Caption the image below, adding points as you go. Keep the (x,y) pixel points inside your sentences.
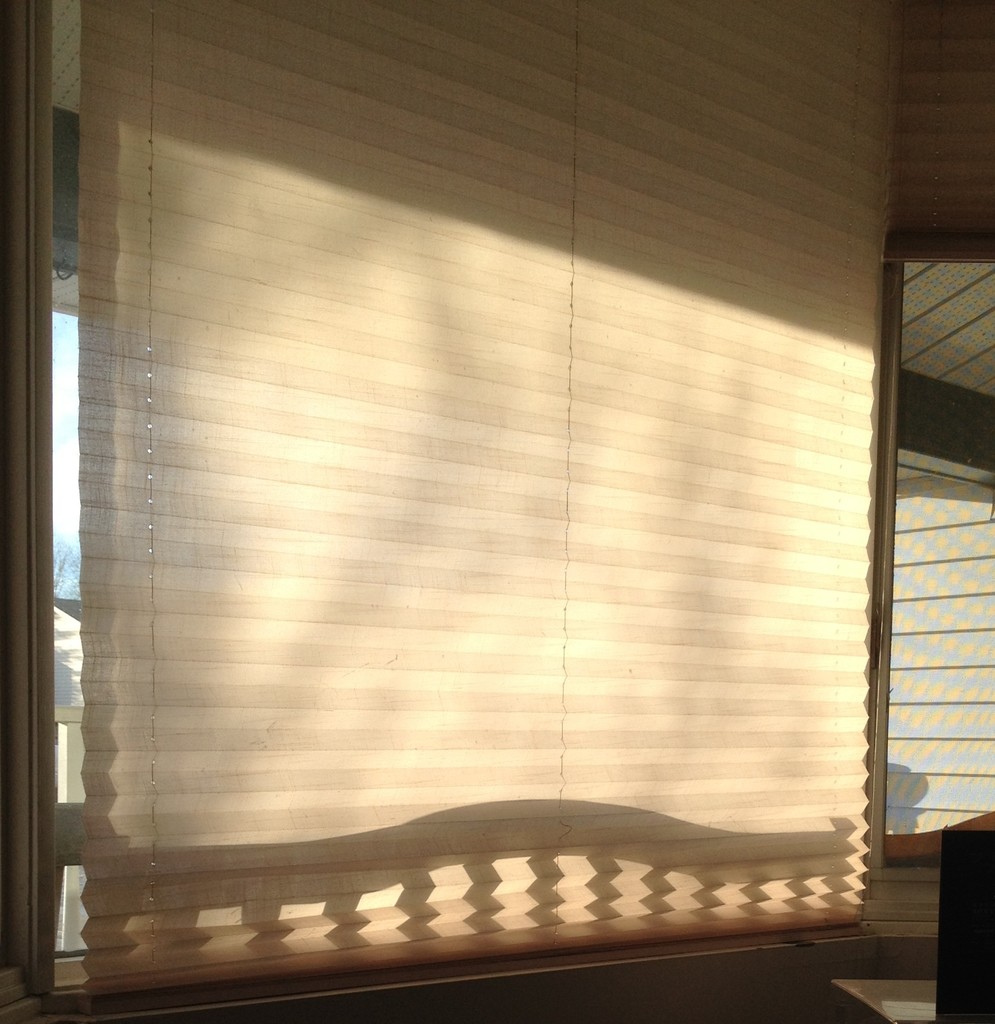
In this image, we can see windows (925,832) with curtains (249,523) and there is an object (958,983).
